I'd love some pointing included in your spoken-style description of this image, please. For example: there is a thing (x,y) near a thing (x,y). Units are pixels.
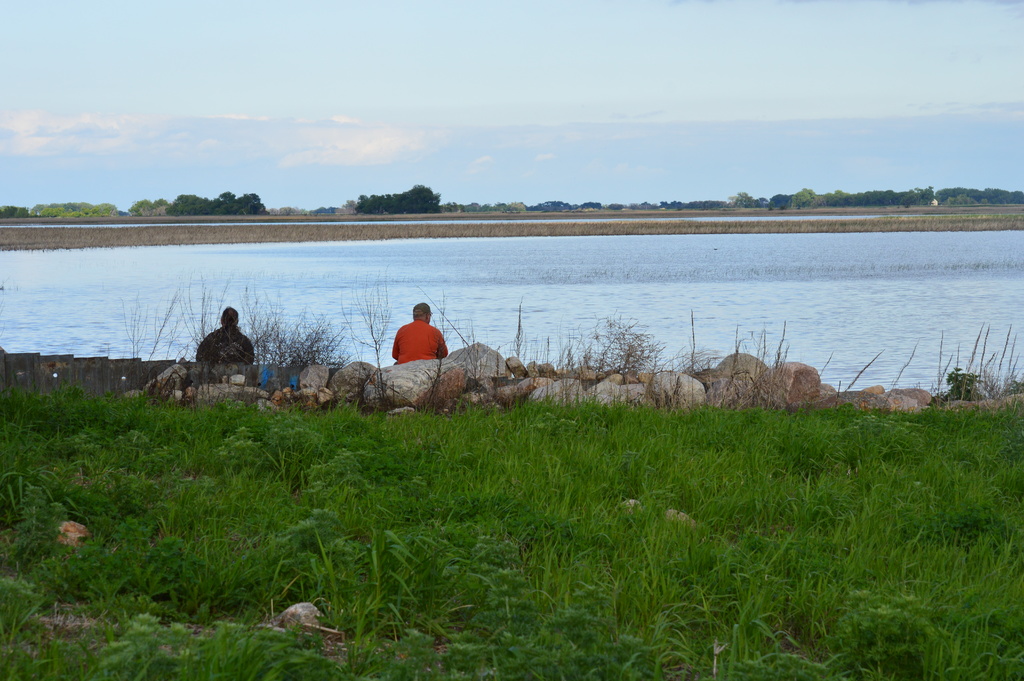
In this image I can see some grass (555,428) on the ground (555,428), few rocks (530,389) and two persons (433,355) sitting. In the background (631,305) I can see the water (596,256), the ground (593,229), few trees (768,206) and the sky (338,115).
